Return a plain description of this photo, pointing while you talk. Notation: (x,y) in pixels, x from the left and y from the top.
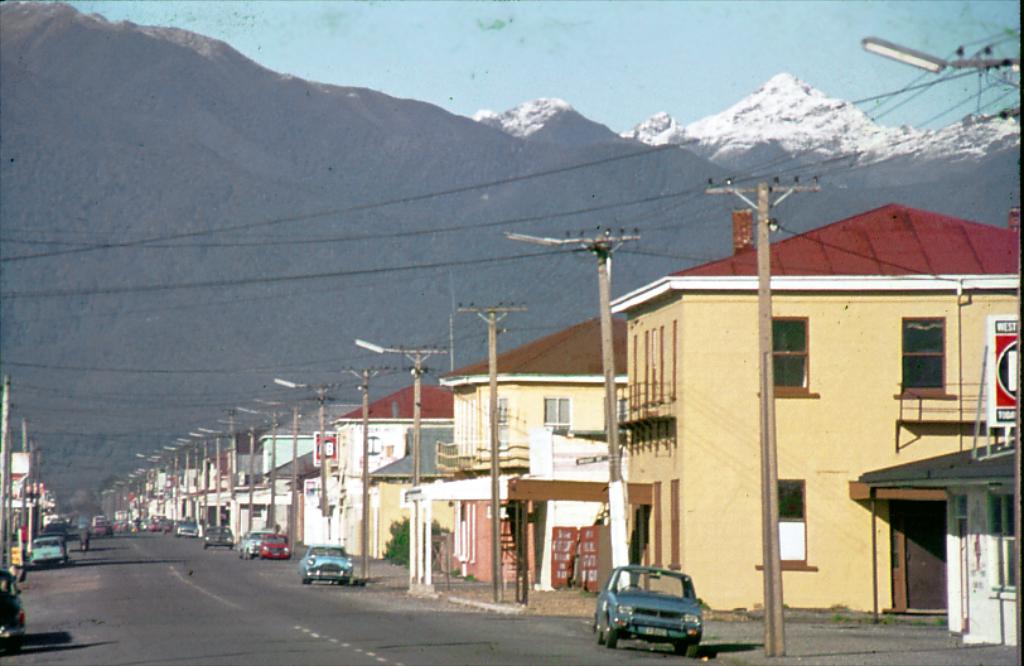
In this image we can see some buildings (754,544) on the side of the road (126,552), some cars (55,552) parked in front of the buildings (742,564), there are some current poles (611,260) with street lights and wires (961,70) attached to the poles (419,376) and in the background (460,215) there are mountains (450,216).
